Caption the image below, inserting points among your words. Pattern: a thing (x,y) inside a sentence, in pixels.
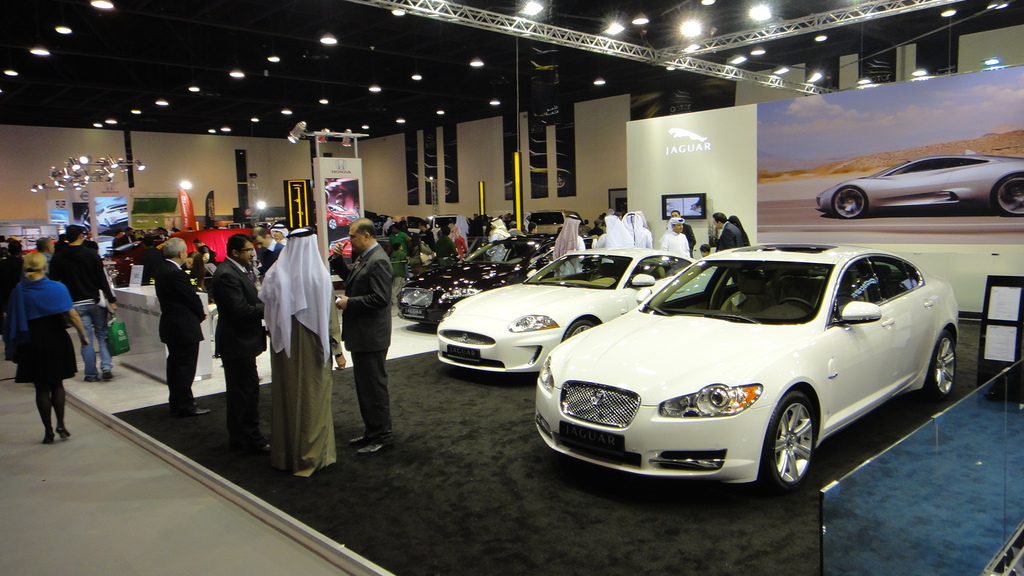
In the picture I can these cars (552,359) are showcased here and these people (188,366) are standing here. In the background (505,214), I can see a banner (969,184), a few more people (8,271) walking on the floor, I can see tables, light poles (56,169) and ceiling lights (475,63) in the background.
